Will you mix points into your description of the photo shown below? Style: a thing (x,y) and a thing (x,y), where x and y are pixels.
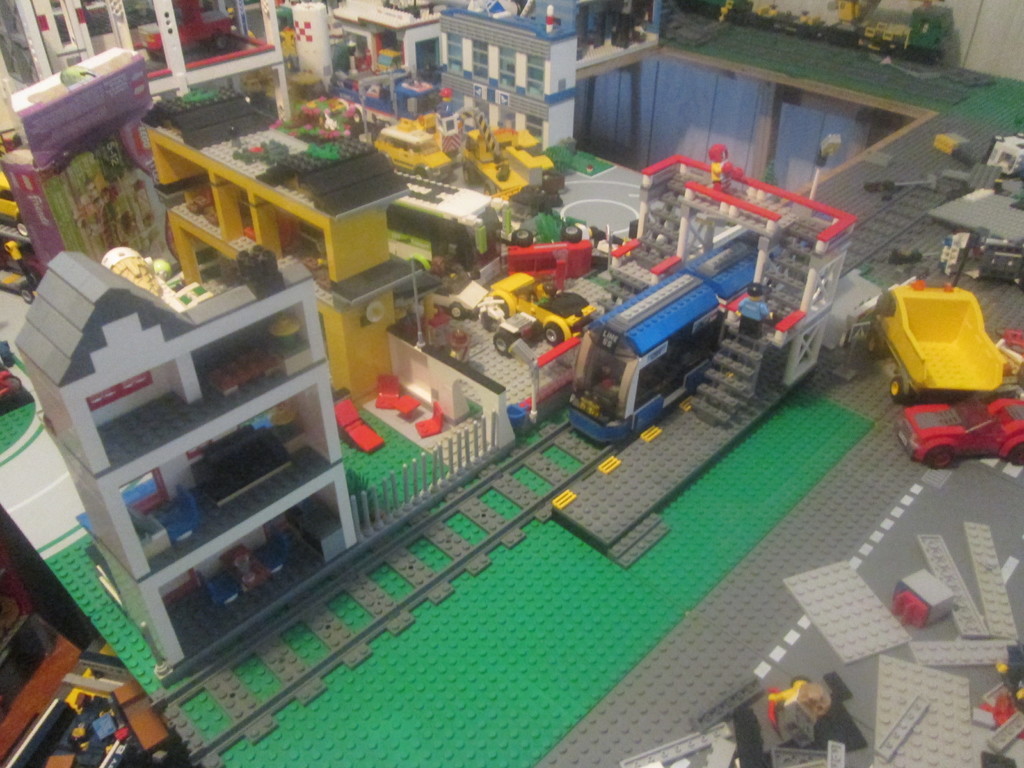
In this image I can see toy buildings (372,371), vehicles (499,328), persons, trees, road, wall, steps (632,264), boards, grass (432,741) which are made up of building blocks (428,408). This image is taken may be in a hall (583,438).
